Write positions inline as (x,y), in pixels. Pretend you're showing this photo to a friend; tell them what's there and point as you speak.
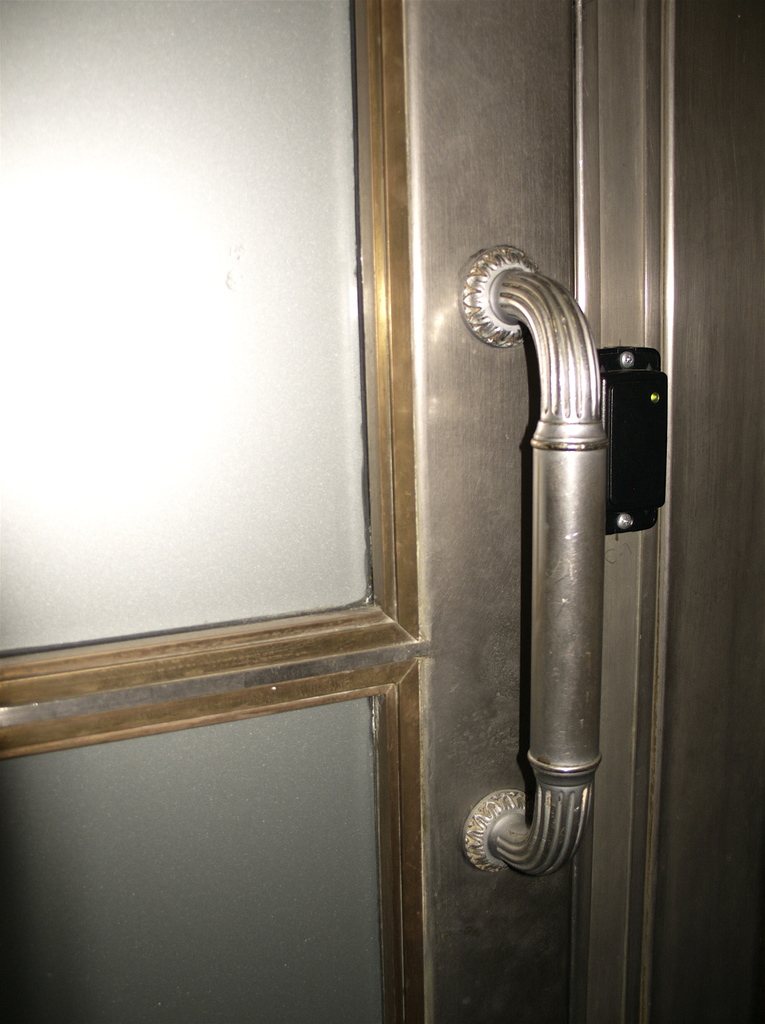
In this image, we can see a door (505,517) with the handle (529,325). We can also see a black colored object (629,421).
